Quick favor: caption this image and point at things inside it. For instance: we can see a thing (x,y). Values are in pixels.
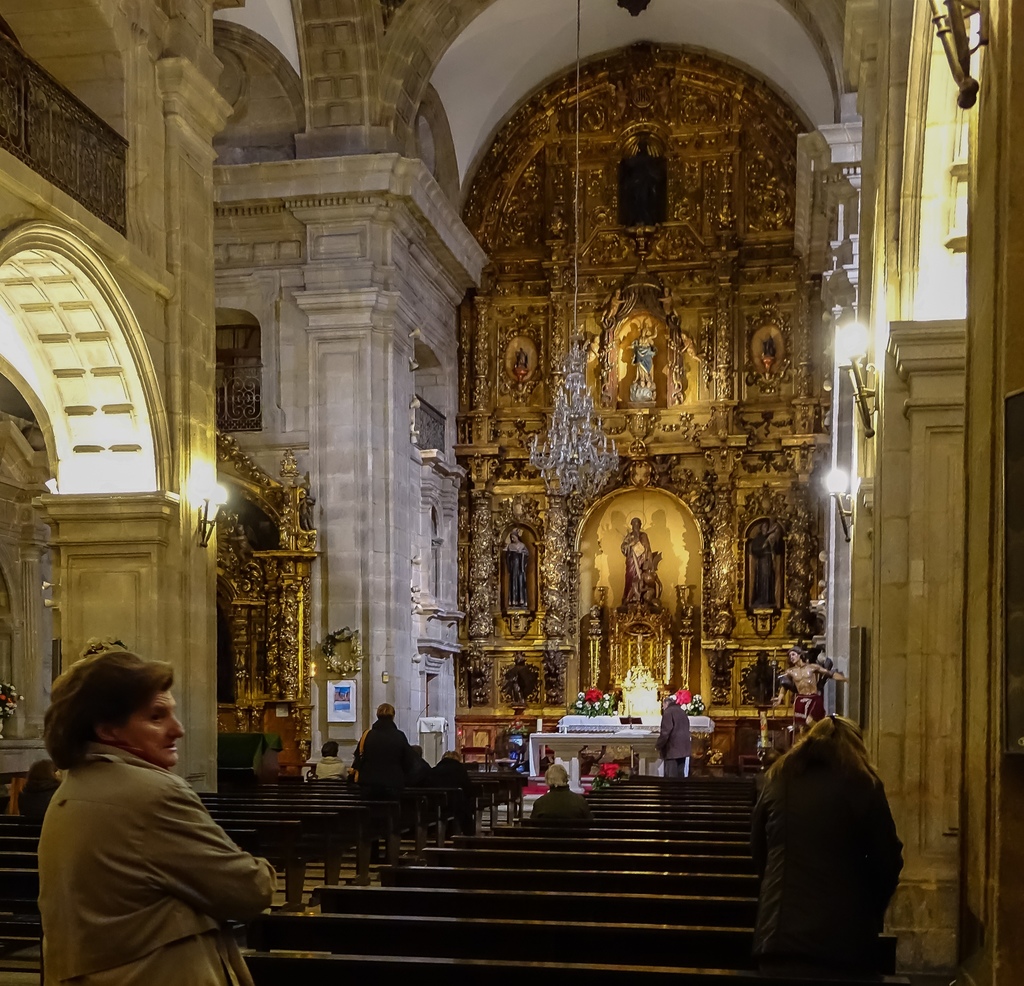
In the image there are few persons (558,786) sitting on benches (665,832) on either side, this seems to be clicked in a church (528,173), in the back (624,587) there are sculptures (630,542) and carvings (703,452) on the wall (745,457) with chandelier (580,411) in the middle (544,437) and lights (849,375) on either side of the wall (781,415).
